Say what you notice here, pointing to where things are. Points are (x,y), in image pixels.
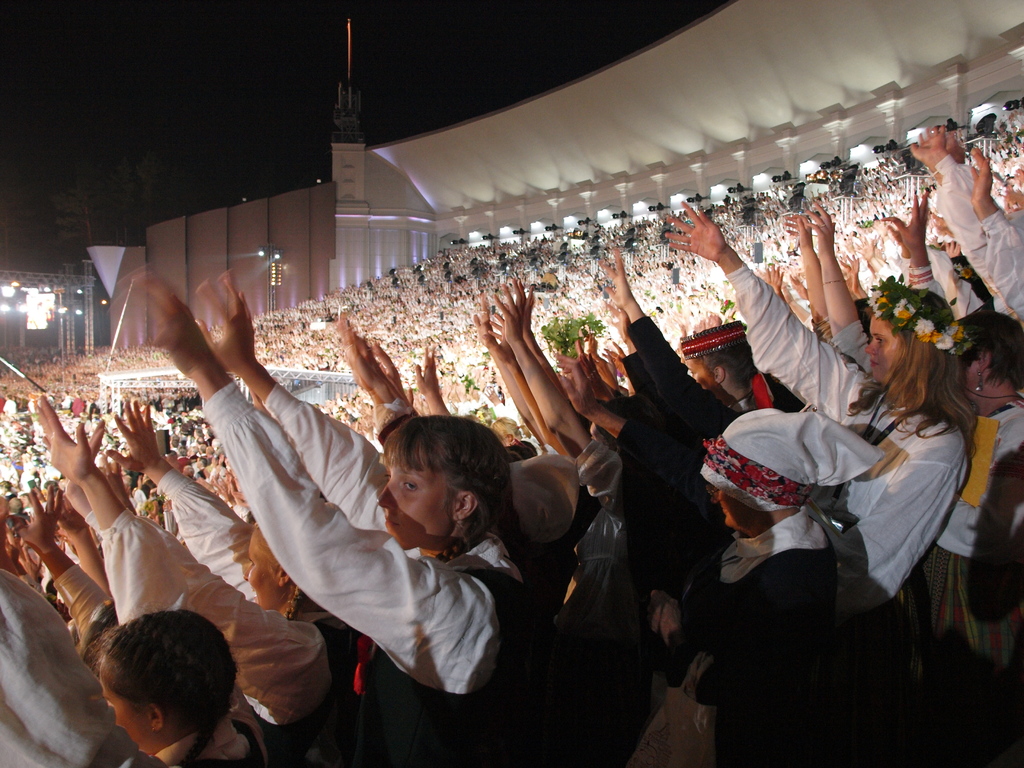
In this image we can see a crowd of people (736,390), lights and shelter (379,215). The sky (232,68) is dark.
